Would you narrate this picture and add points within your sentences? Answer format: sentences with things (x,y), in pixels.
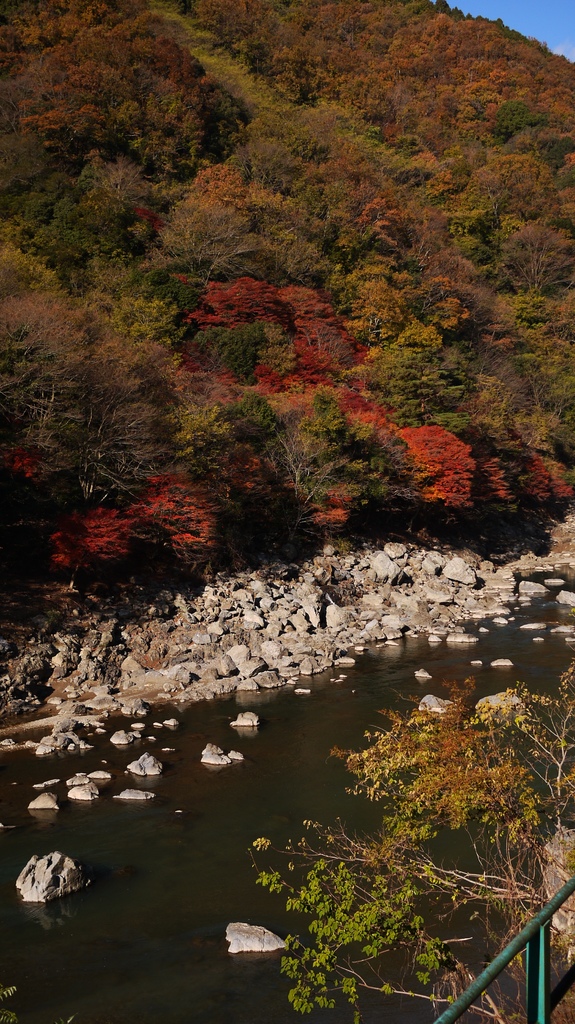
In this image on the bottom right hand corner (520,957) there are some plants (403,933) and in the middle (248,679) there are so many rocks (241,682) and background (560,16) is trees (453,62).
